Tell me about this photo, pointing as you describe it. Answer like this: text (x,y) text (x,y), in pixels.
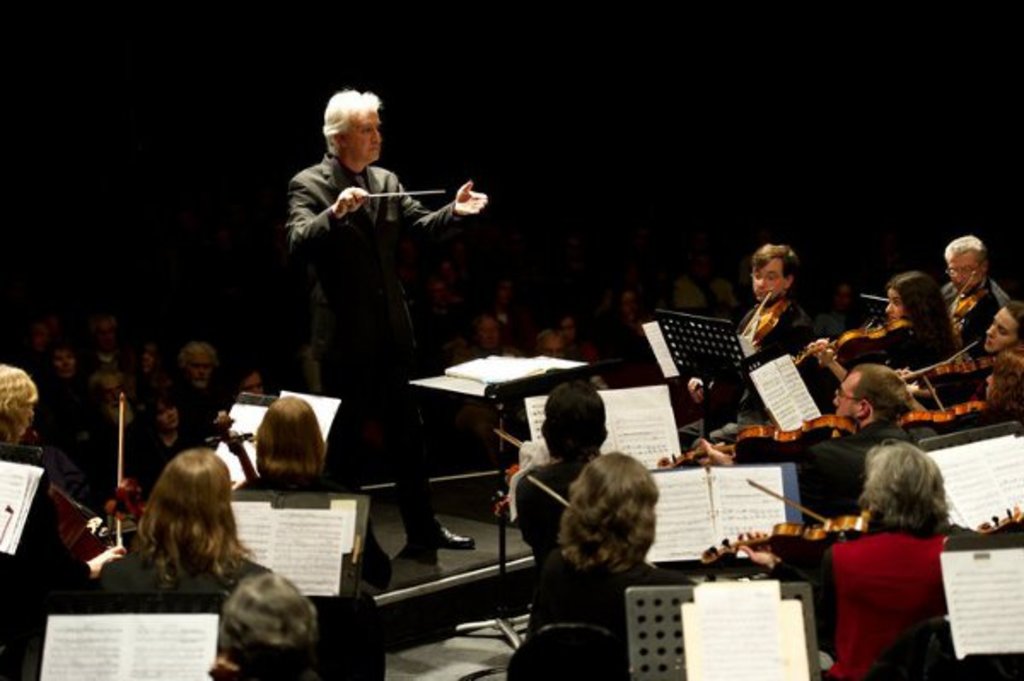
There is a person (391,232) holding a stick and standing on a stage (376,595) in front of persons (142,573) who are playing musical instruments (813,551), sitting on chairs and having books (267,527) on their stands (743,354). In the background (588,281), there are persons (692,295) sitting on chairs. And the background (87,90) is dark in color.
